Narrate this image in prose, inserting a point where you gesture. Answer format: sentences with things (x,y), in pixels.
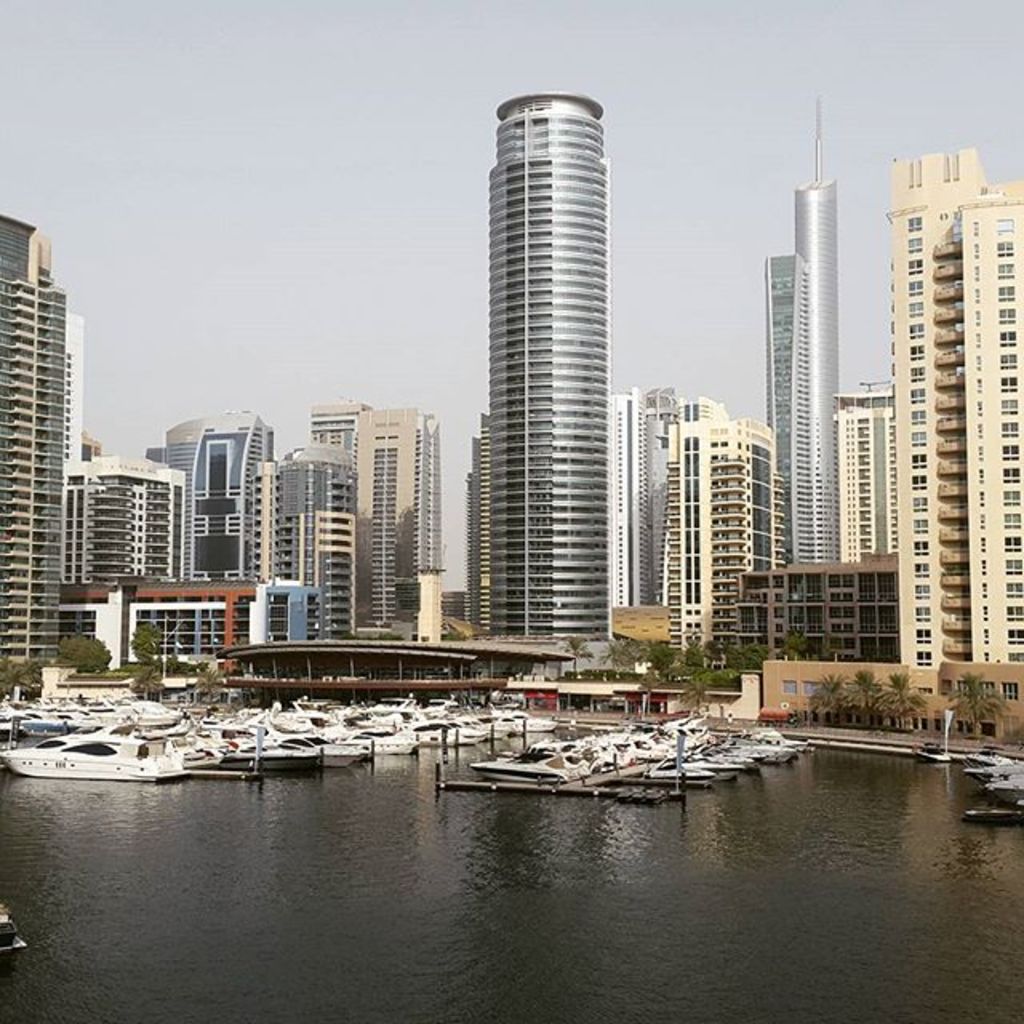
This image consists of buildings (487,563) and skyscrapers (509,565). At the bottom (523,937), there is water (311,855) on which there are many boats (119,752). At the top (343,132), there is a sky (228,143).
